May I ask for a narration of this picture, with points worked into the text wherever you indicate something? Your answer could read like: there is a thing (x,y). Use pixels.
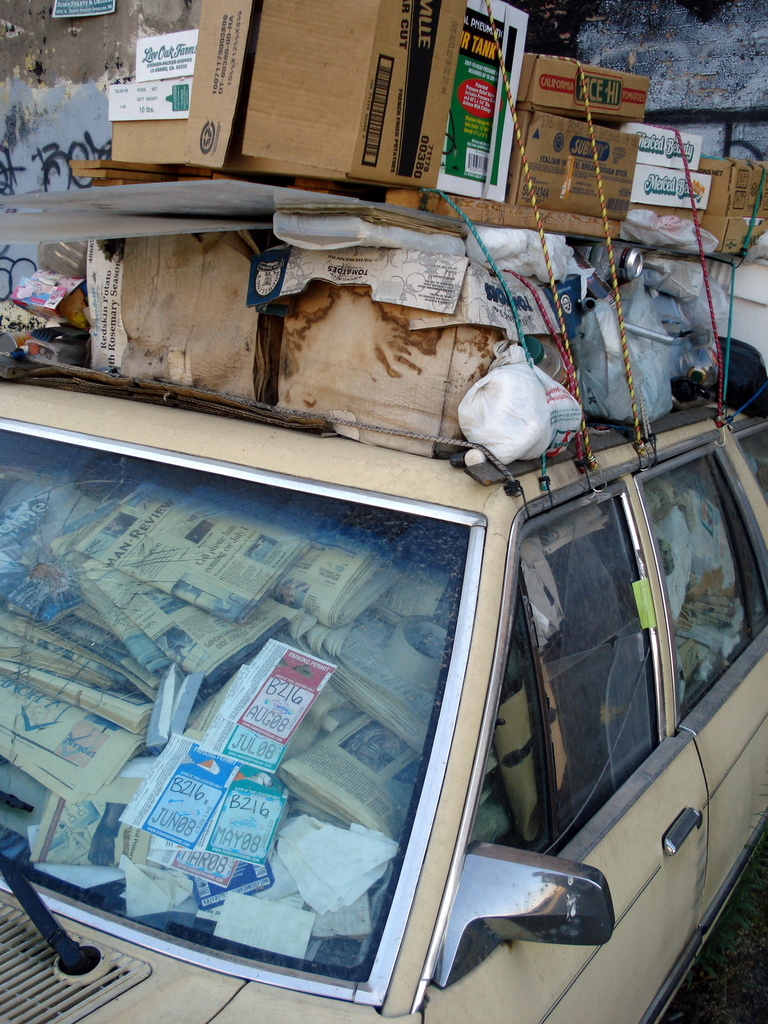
In this picture we can see there are newspapers (210,642) in a vehicle (194,464). At the top of the vehicle (260,506) there are cardboard boxes (421,135) and some objects (513,343). Behind the cardboard boxes (220,121) there is the wall (92,42) with a board (82,10).
